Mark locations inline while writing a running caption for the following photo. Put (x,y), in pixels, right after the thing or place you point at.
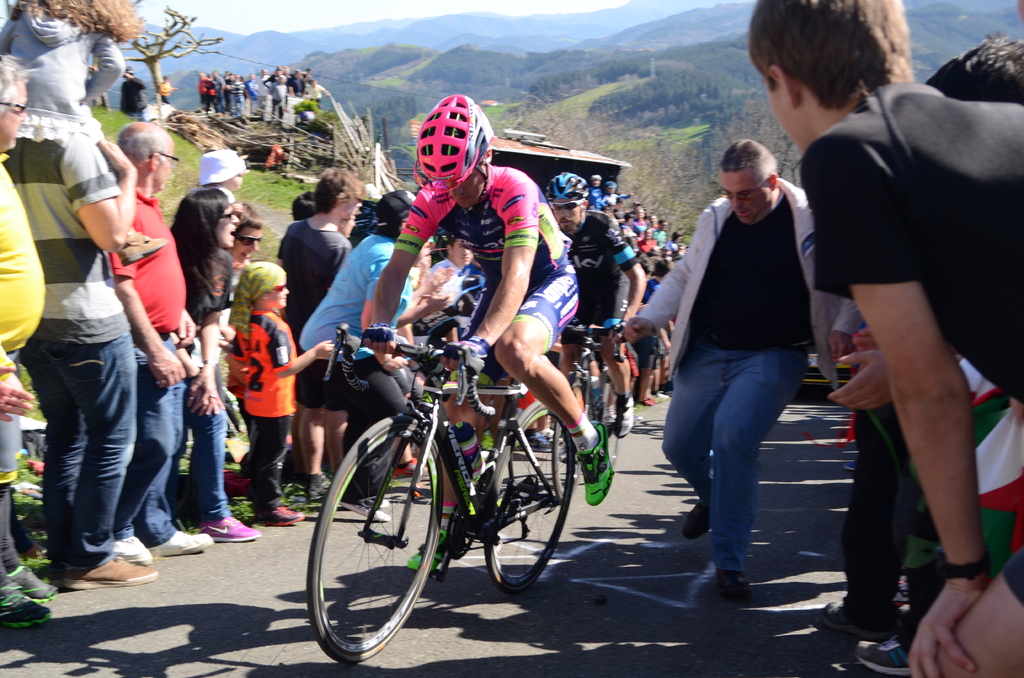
This image is clicked outside. There are many persons (477,235) in this image. In the middle (542,403) there are two persons (533,377) riding bicycles (514,391) and wearing helmets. To the right (706,382), the man (695,357) running is wearing white jacket (679,360). In the background (573,84), there are mountains (626,121), trees (713,152) and plants (550,128).
